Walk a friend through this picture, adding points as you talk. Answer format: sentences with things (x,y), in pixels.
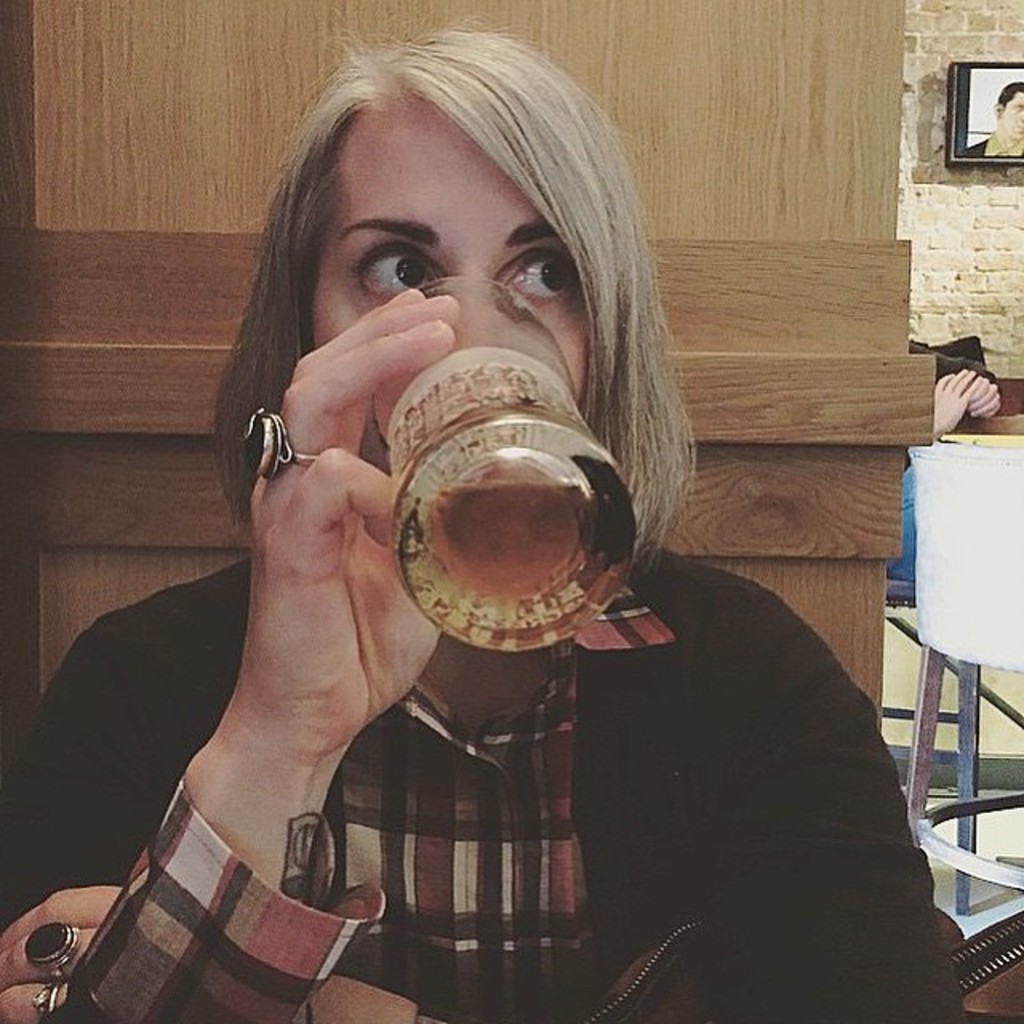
In this image in front (94,736) there is a person (367,420) drinking a juice (486,537). On the right side of the image (911,501) there is a person (905,486) sitting on the chair (903,594). Beside him there is another chair (967,770). In the background of the image (936,238) there is a photo frame (1016,144) on the wall (946,253).
